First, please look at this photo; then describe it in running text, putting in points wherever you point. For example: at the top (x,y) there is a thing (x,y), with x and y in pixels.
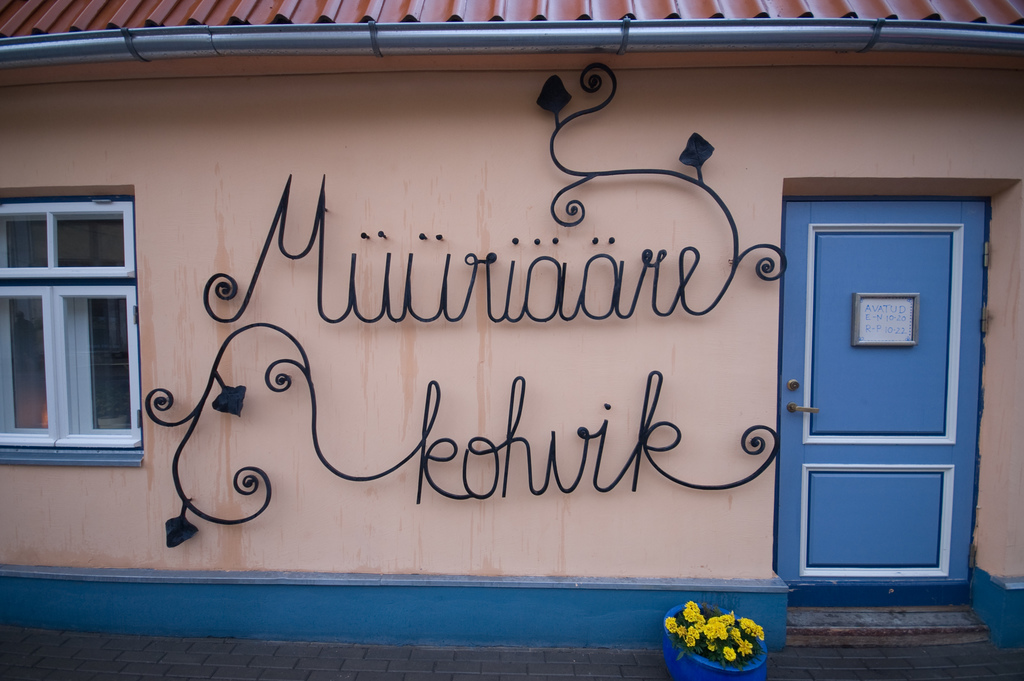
In this image there is a plant (748,626) with flowers (734,623) in a pot (716,651), a building (782,584) with name boards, door (840,307), window (48,208).
